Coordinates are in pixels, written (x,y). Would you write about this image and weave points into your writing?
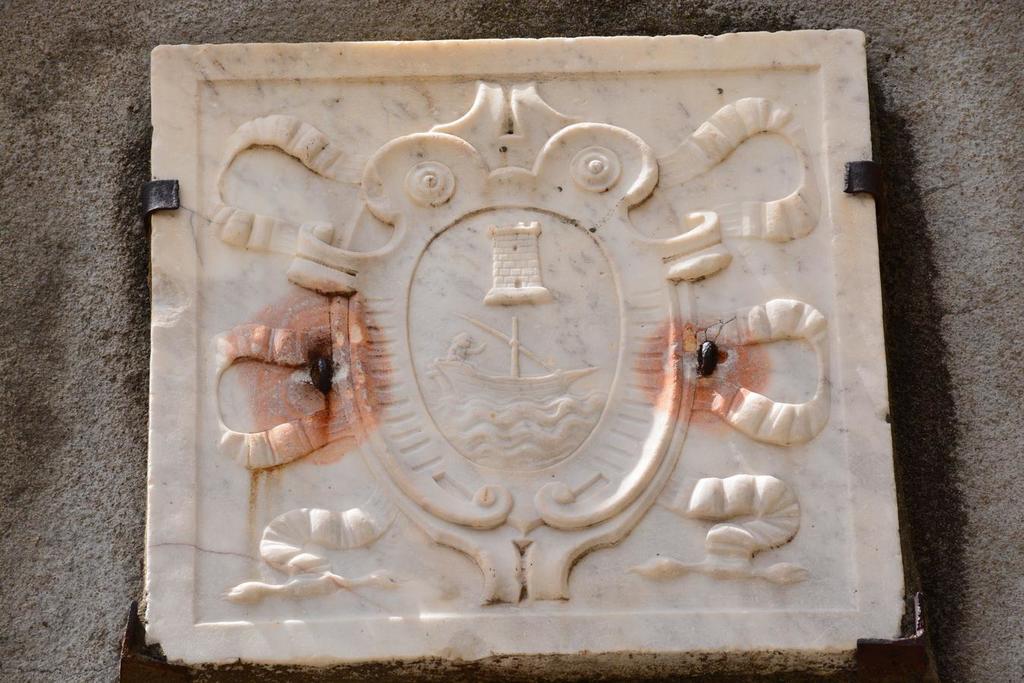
In this picture, we can see a carved marble stone (751,395) on the surface (909,134).
